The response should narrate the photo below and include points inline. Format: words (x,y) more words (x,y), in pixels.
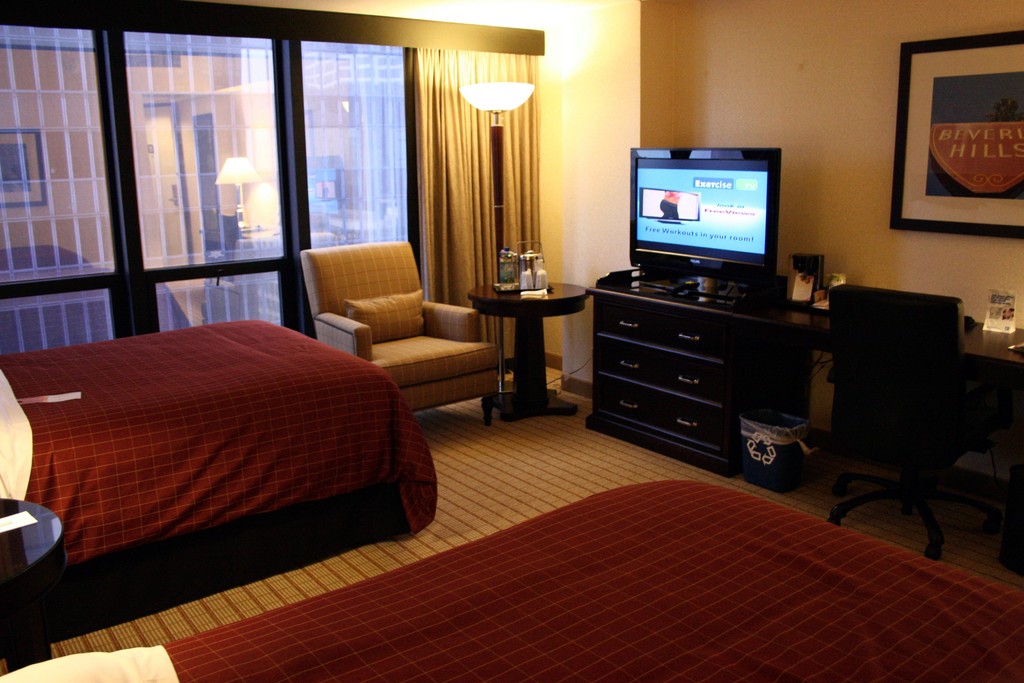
In this image I can see a bed (332,465), chairs (492,344), tables (642,402), a TV (700,244) and other objects (718,332). On the tables (743,312) I can see light lamp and other objects (503,267). In the background (234,230) I can see framed glass wall (244,218), curtains (424,226) and other objects (971,97).
